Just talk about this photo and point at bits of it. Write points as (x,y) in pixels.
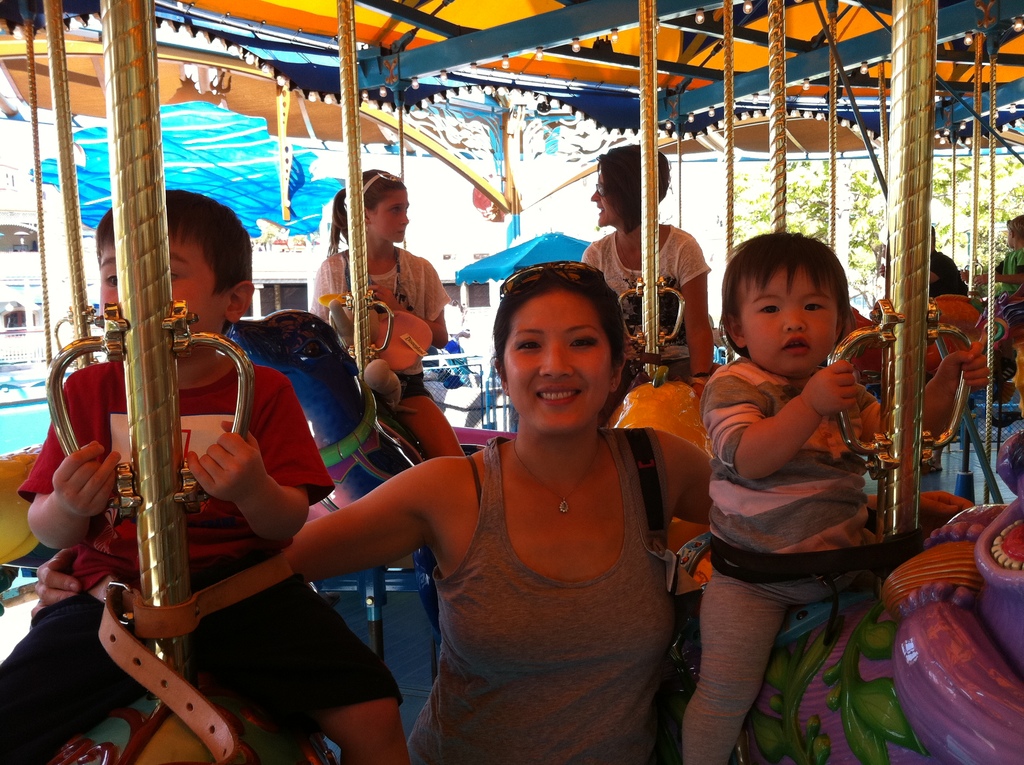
In this image I can see in the middle (555,471) a woman (476,519) is smiling, around her few children (229,487) are sitting on the children playing equipment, on the right side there are trees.
